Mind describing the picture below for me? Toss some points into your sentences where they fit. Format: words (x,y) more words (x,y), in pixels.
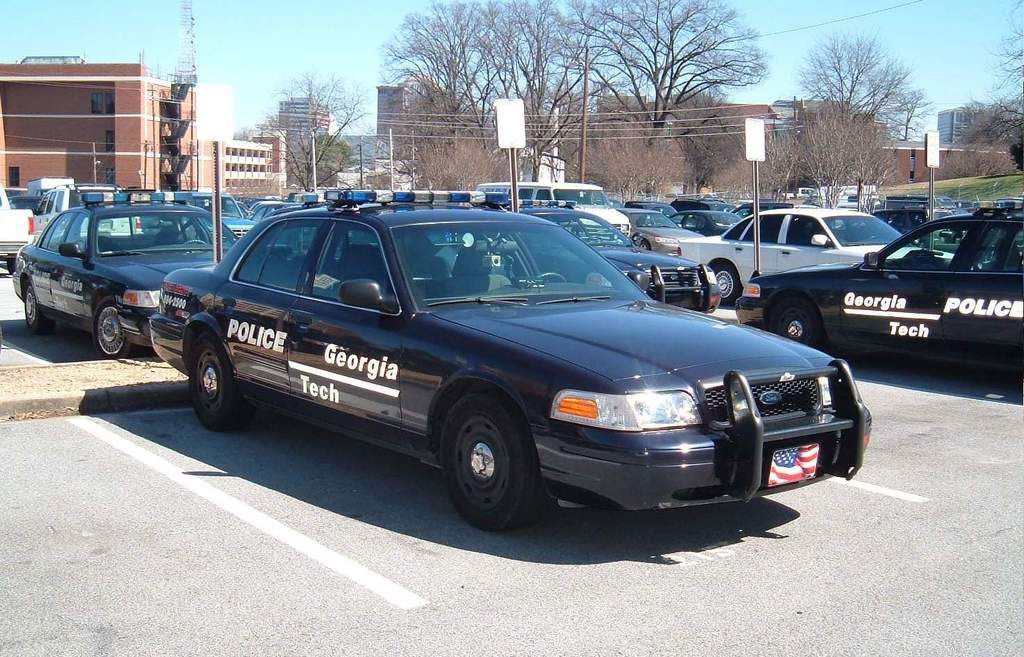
There are many cars (370,198) parked on the parking area (298,500). On the cars (364,363) something is written. There are boards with poles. In the background (63,125) there are trees (503,163), buildings (632,125) and sky (258,35).
